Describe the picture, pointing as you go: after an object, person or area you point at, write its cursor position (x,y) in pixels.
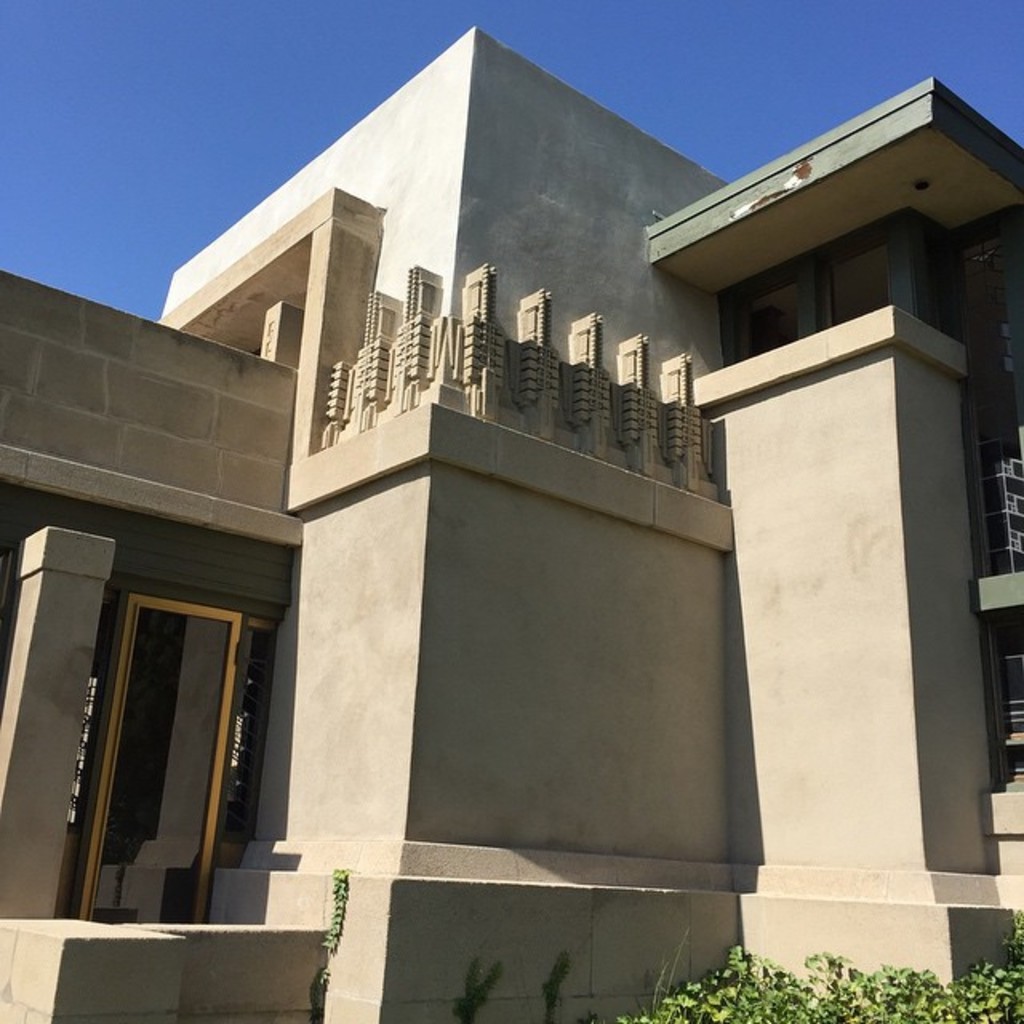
In this image, we can see a house (938,928). We can see some plants (717,982). We can also see the sky (703,124).
